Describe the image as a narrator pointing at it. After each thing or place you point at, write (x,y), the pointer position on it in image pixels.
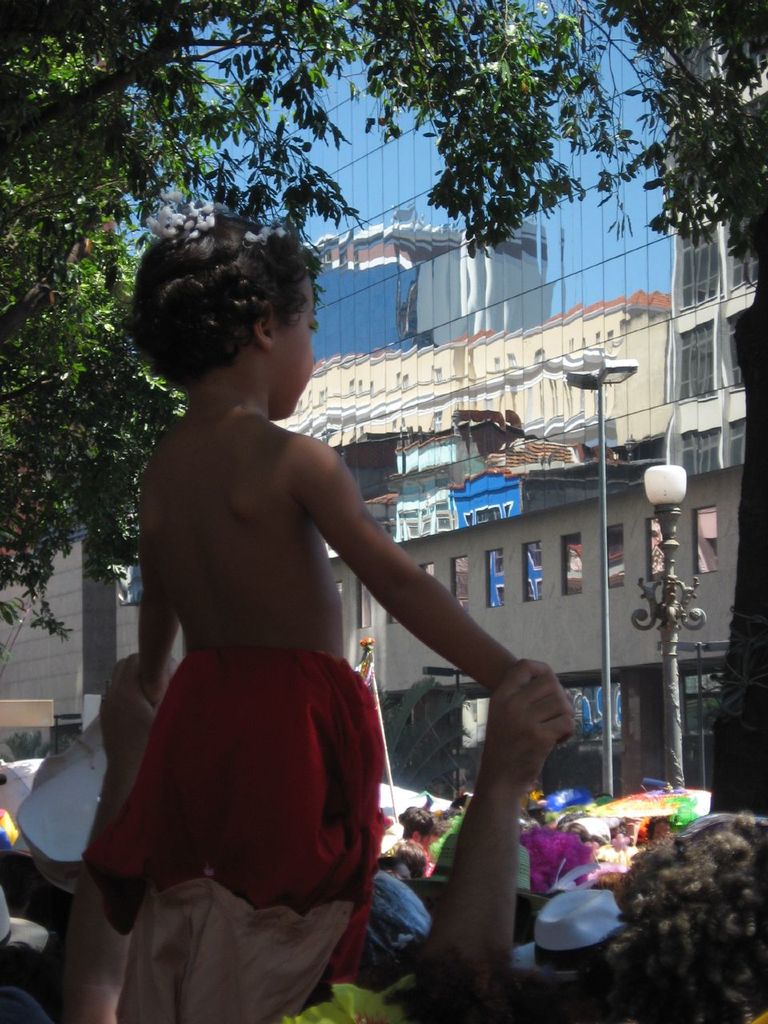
In this image on the left (217,728), there is a girl (280,711) and person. In the middle (482,447) there are many people (568,840), street lights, buildings (407,476), glass (416,385) and trees (471,194).
